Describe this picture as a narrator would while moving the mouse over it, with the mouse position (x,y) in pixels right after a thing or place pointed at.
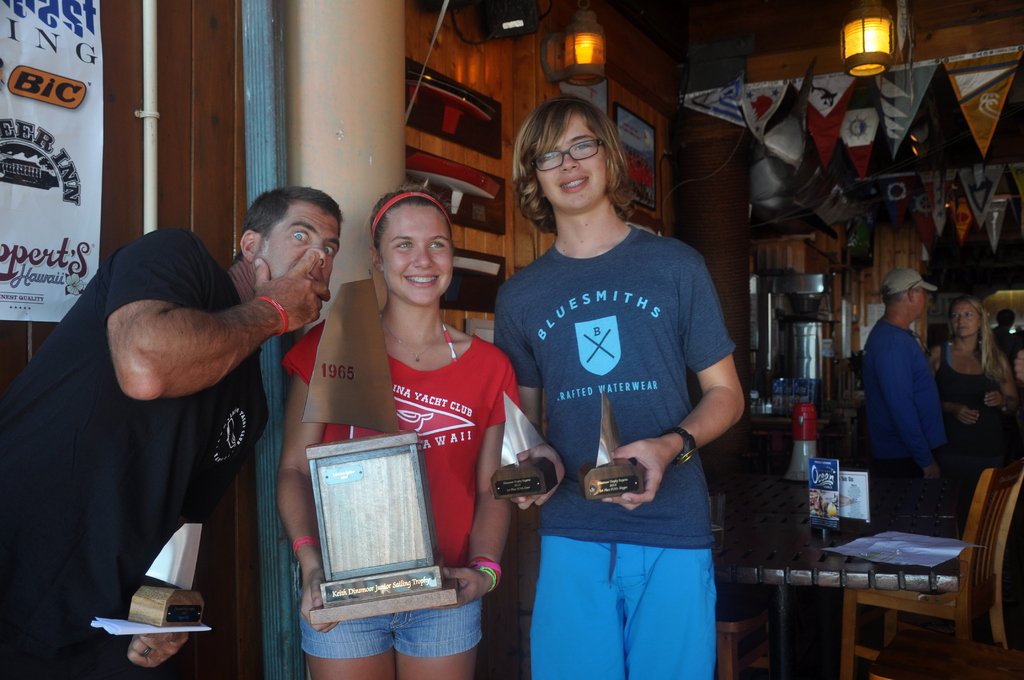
In this picture we can see a group of people (617,351), here we can see a table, chairs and in the background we can see a wall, banner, some objects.
